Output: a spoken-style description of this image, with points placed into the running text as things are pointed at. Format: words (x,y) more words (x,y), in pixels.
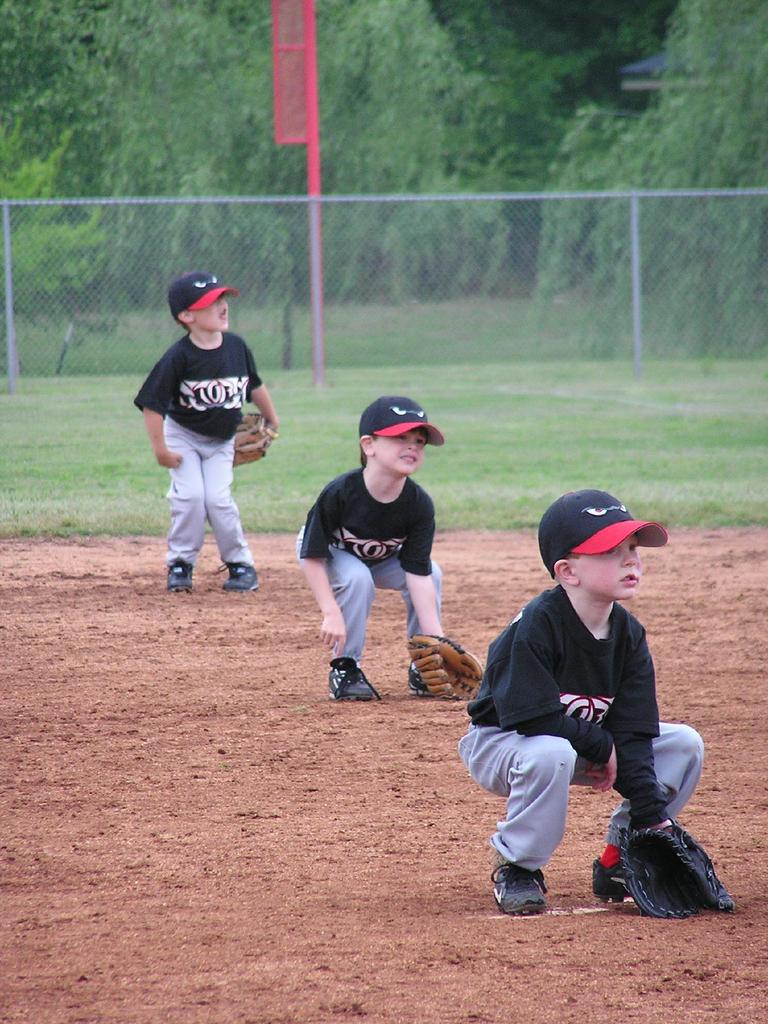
In this image I can see three people (520,777) with black and ash color dresses (484,719). I can see these people (377,434) with caps (377,434) and gloves (447,671). In the background (312,309) I can see the net fence (293,313), poles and many trees (412,107).
